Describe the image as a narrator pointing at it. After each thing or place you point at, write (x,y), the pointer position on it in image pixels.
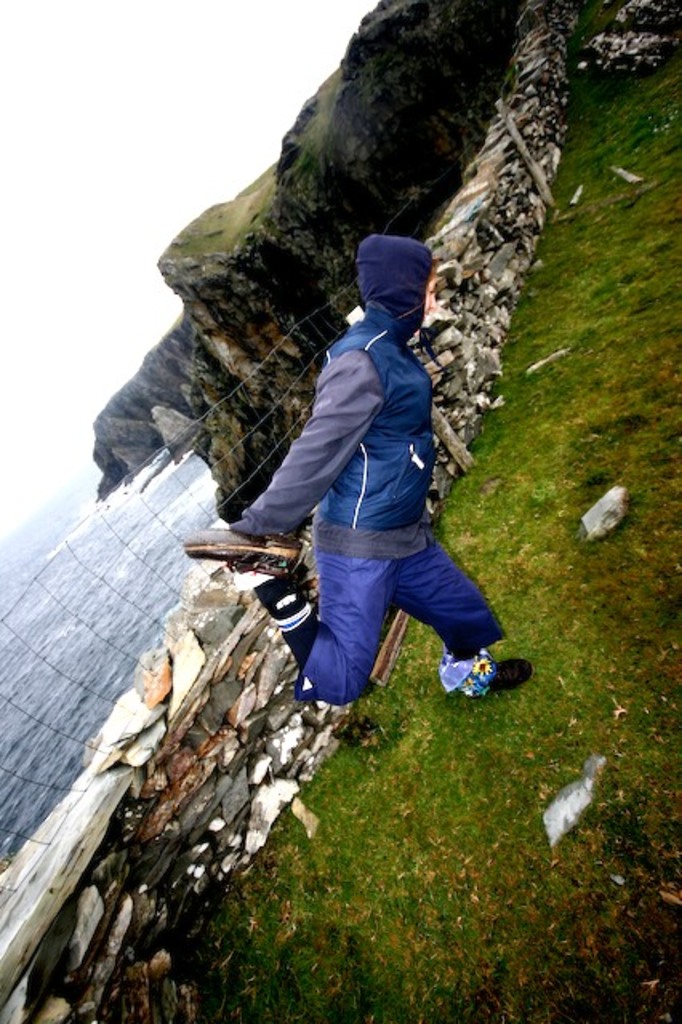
In this image we can see a person (371,534) wearing a blue color jacket (399,348). At the bottom of the image (472,869) there is grass (365,868). In the background of the image (244,388) there are mountains (244,292), water (120,507). At the top of the image (207,90) there is sky (272,94).
